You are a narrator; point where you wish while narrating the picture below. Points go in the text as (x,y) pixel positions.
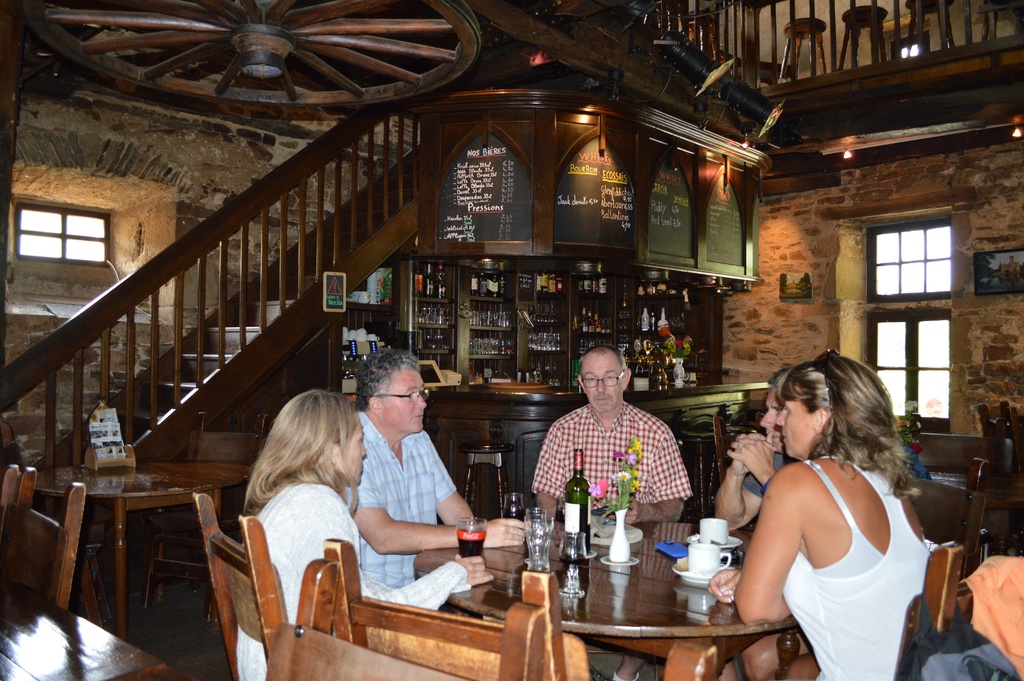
In this image I can see few people (540,479) are sitting on chairs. I can also see few empty chairs (19,560), few tables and on one table (694,628) I can see few cups (710,564), few plates (602,561), few glasses (532,547), a bottle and few flowers (628,447) in a vase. In the background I can see stairs (216,310), windows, few boards (506,204), lights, number of bottles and number of glasses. On the top right side of this image (911,8) I can see few stools (848,43) and on the right side (996,288) I can see few frames (978,276) on the wall (813,233).
